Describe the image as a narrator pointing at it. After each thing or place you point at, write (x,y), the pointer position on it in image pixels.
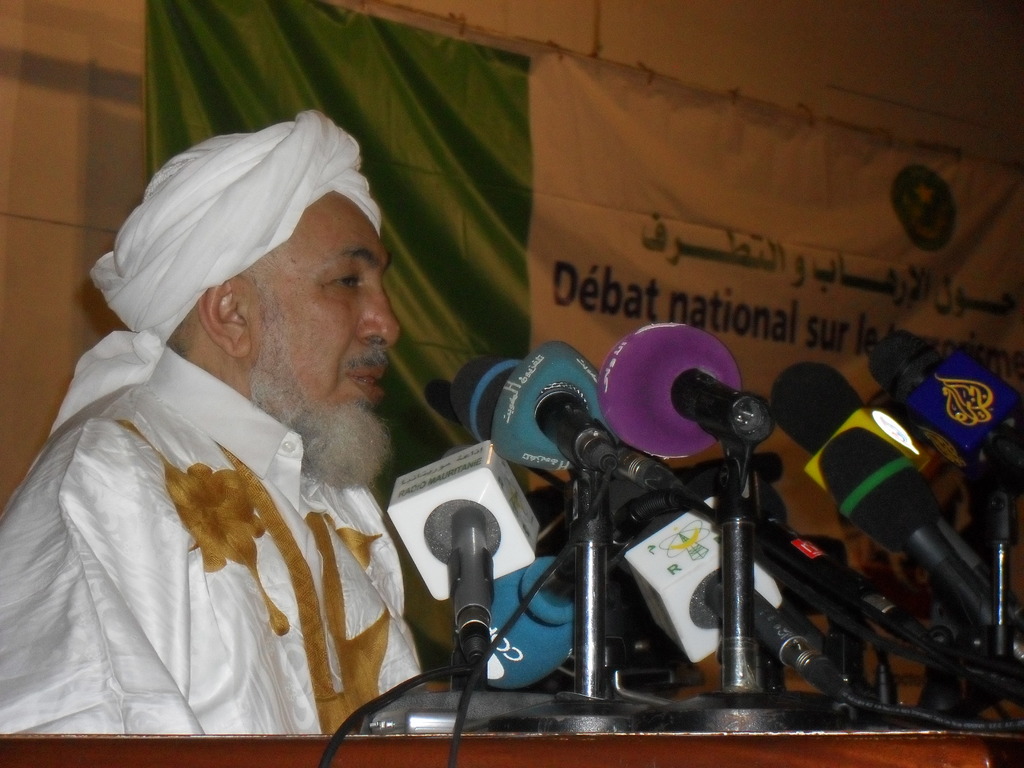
In this picture I can see a man (286,341) near the podium (365,740), there are mikes (988,584) on the podium (313,748), and in the background (173,151) there is a banner (752,298) and a wall (110,142).
